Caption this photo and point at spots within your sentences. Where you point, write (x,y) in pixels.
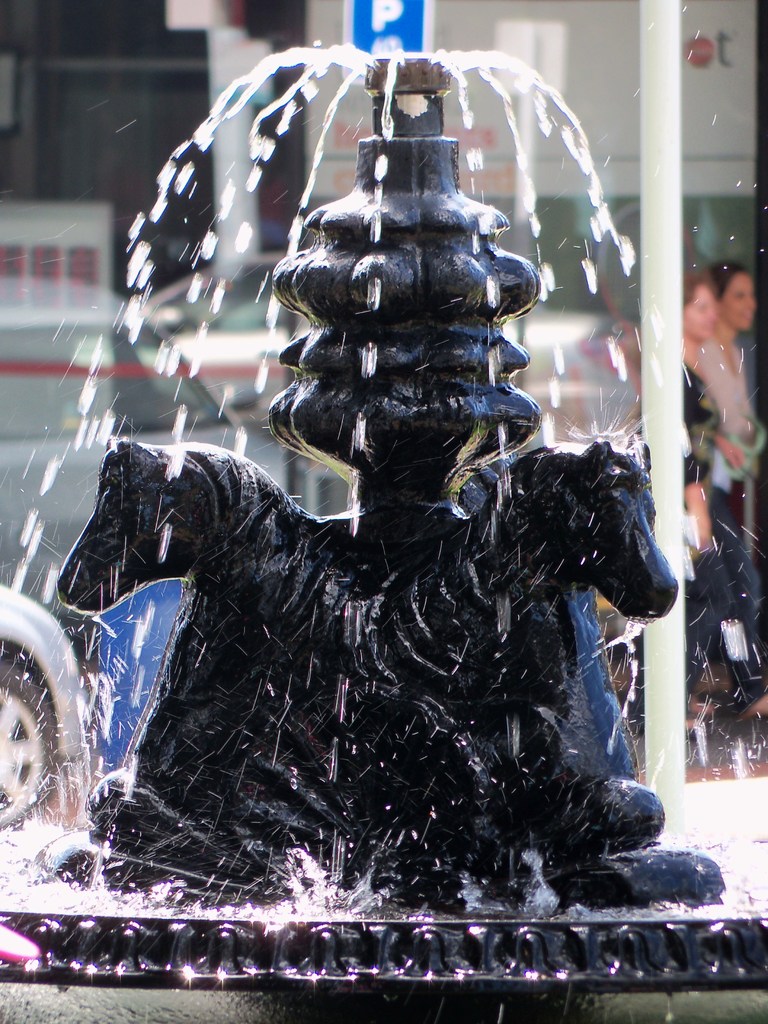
In this image there is a fountain (316,622) having sculptures (445,540). Right side (732,462) two people (732,451) are walking on the floor (708,709). Right side (658,715) there is a pole (666,758). Top of the image (408,44) there is a board (348,38). Background (738,119) there is a wall (287,147). Left side (27,612) there is a vehicle (18,608).
